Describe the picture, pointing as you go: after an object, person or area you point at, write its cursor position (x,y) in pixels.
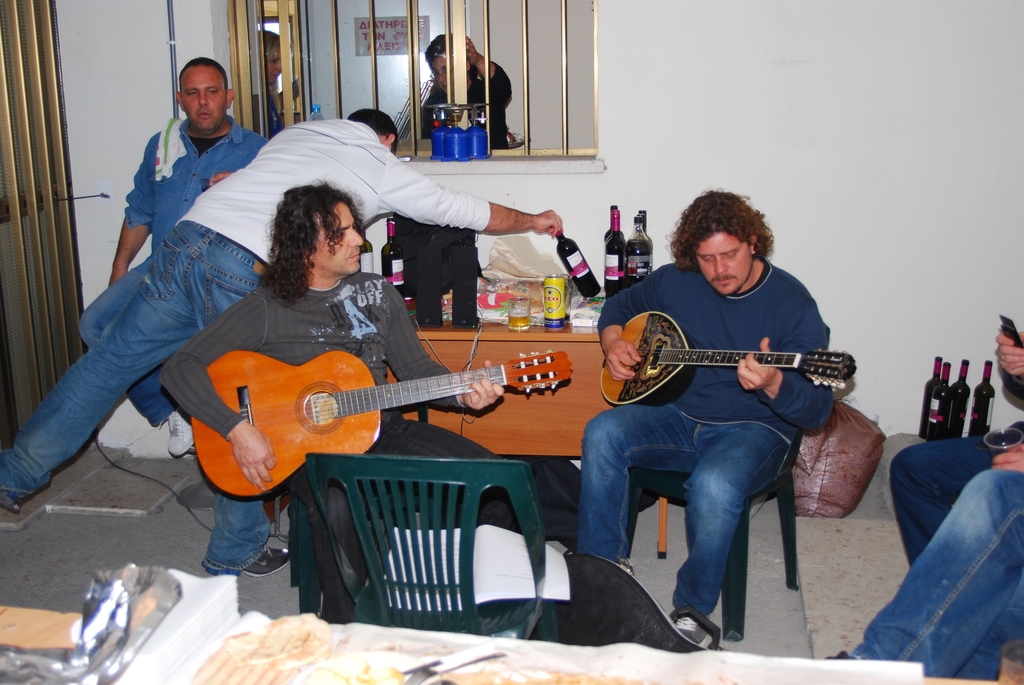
In this picture we can see two persons (709,334) are sitting on the chairs (791,479) and they are playing guitars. On the background (850,125) there is a wall (798,84) and these are the bottles (951,387). And there is a table (476,363) and this is the window (518,61).
